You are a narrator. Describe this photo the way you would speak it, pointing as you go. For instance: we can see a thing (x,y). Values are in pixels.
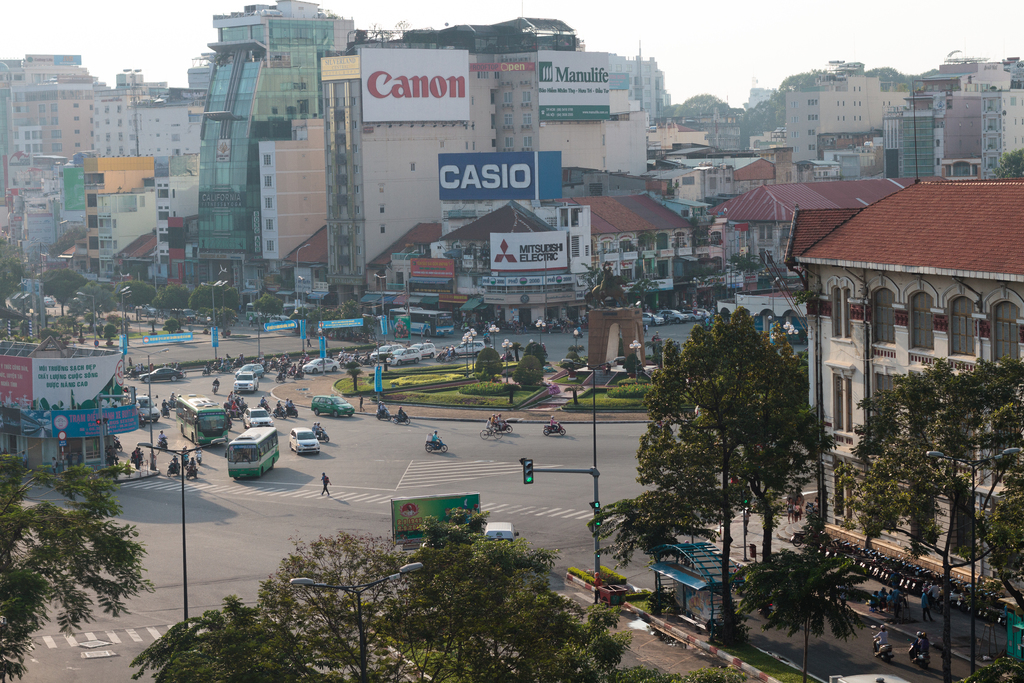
This is the aerial view image of a town (333,211) in which there is a junction (421,416) in the middle (448,438). On the road (423,440) there are so many vehicles (207,401) and few people (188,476) are walking on it. In the background (303,189) there are so many buildings (587,154) one beside the other. There are hoardings (548,94) attached to the buildings (568,143). At the bottom (293,648) there are trees (479,605). On the footpath (723,614) there are traffic signal lights (100,408) and electric poles (596,541). On the left side (71,413) it looks like a bus stand (64,429).
